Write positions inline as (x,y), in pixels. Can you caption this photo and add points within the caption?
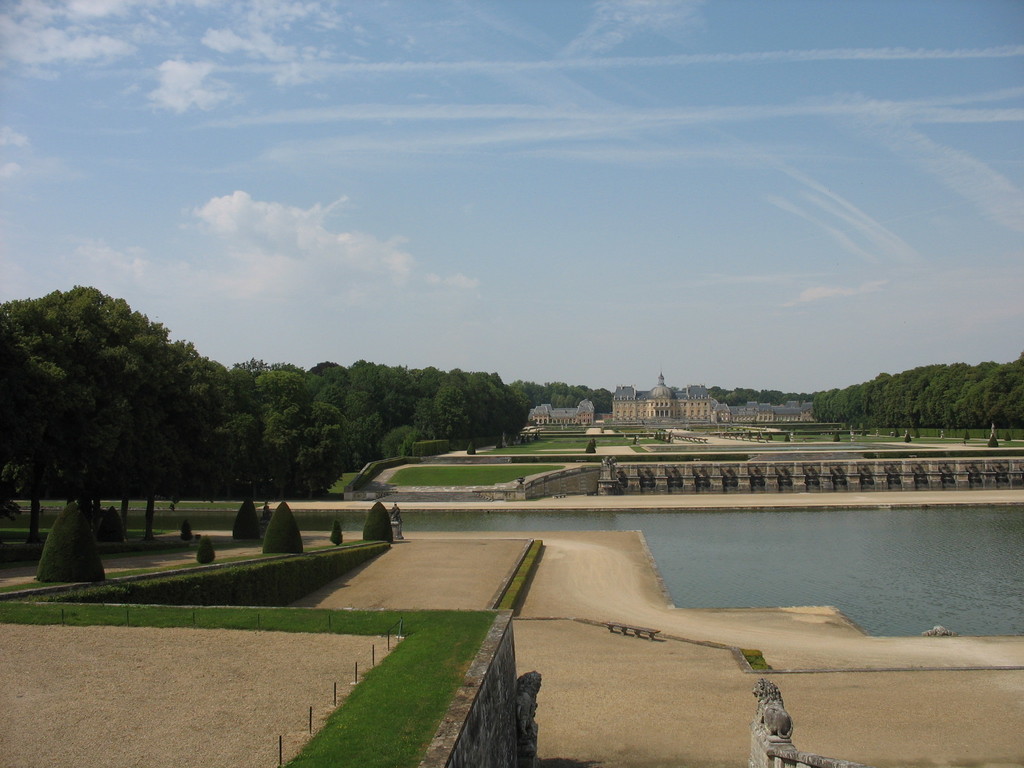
In the foreground of this image (725,626), there is land (558,640), grass (402,693), few trees (387,539) and water (908,547). In the background (885,400), there are trees (335,365), grasslands (618,435), building (774,414) and the sky (464,178).
